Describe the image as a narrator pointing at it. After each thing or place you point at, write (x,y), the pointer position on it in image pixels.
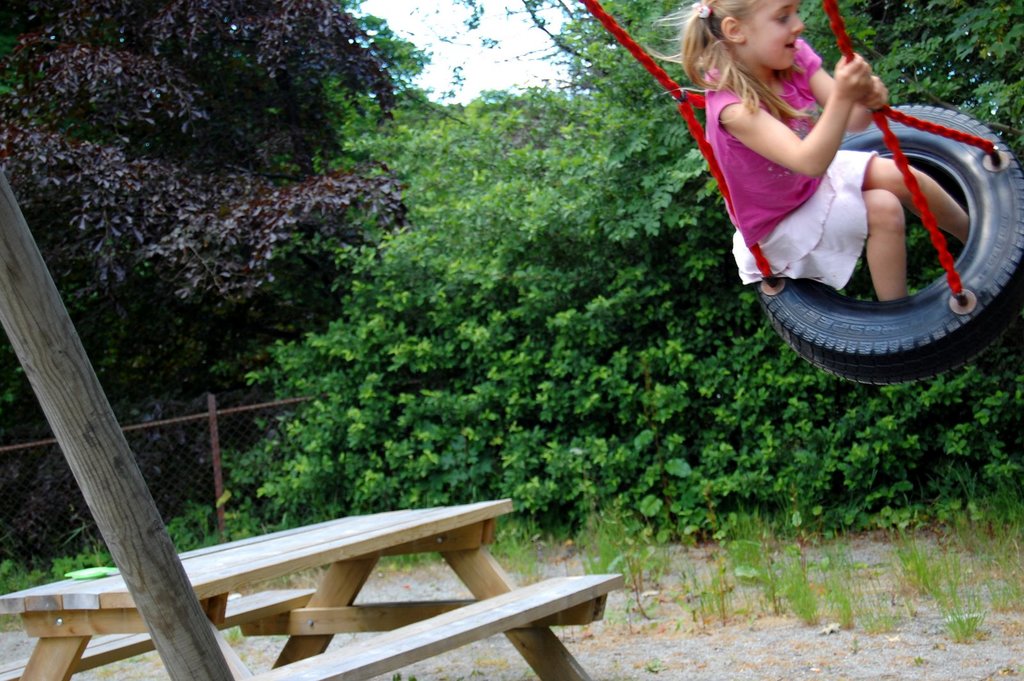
Here we can see a girl (697,23) swinging on a Tyre (993,228) with ropes (883,142) on it and behind her we can see table (36,594) and a bench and there are plants (427,273) and trees (328,244) present.
